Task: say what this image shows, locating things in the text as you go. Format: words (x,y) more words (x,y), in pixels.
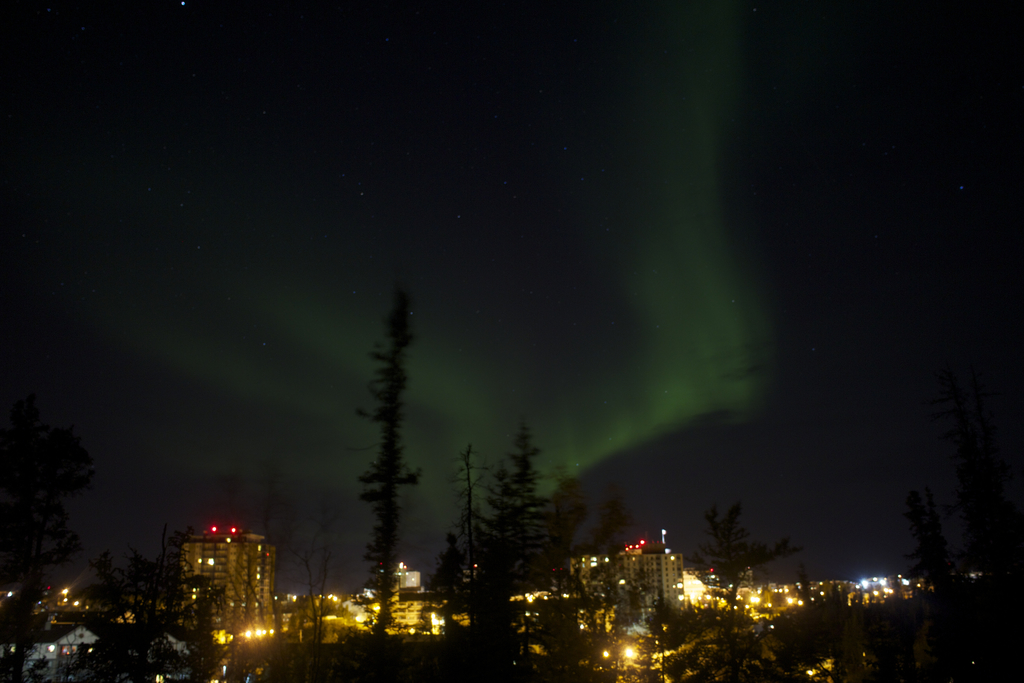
In this image I can see many trees (509,655). In the background (239,587) I can see the buildings (263,612) with lights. I can also see the sky (312,510) in the back (320,216).
